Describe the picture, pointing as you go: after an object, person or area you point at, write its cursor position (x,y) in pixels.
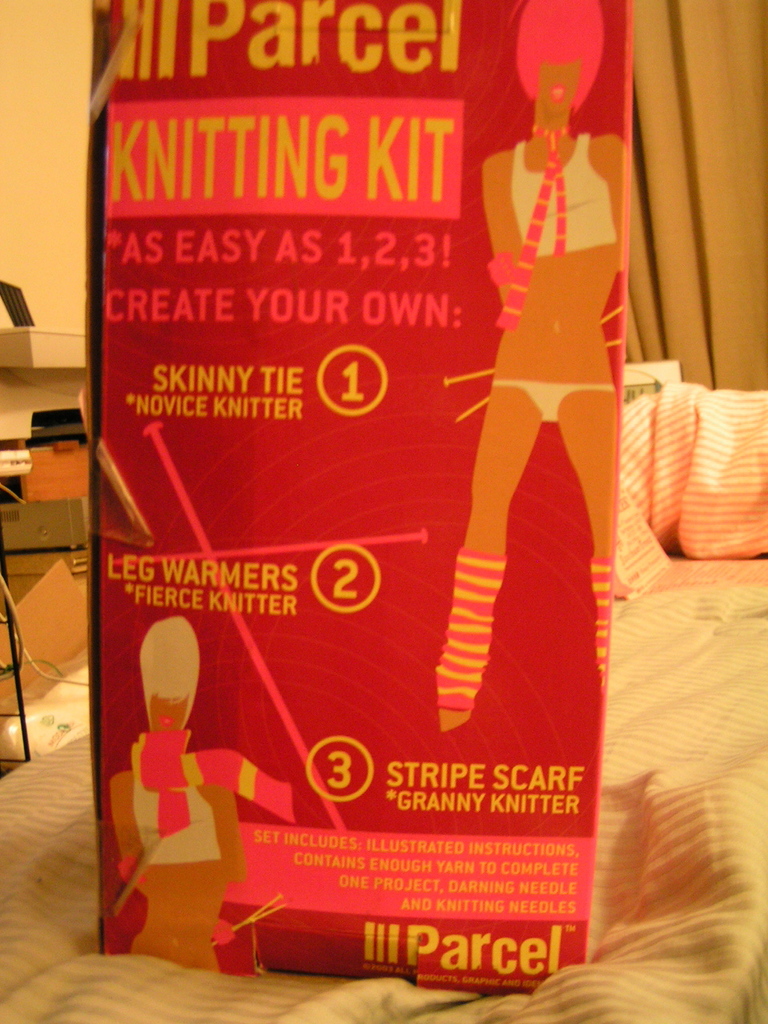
In the center of the picture (510,360) there is a box (496,85), on the box (556,95) we can see the images (457,591) of women (190,649) there are numbers (336,358) and text (167,186). In this picture there is a bed (11,978), on the bed (766,622) there are pillows (694,459). On the left (26,511) there is a table (24,495), cable (52,669) and an electronic gadget (60,337). In the top right (702,173) it is curtain (727,106). In the top left (42,110) it is wall (57,62).
